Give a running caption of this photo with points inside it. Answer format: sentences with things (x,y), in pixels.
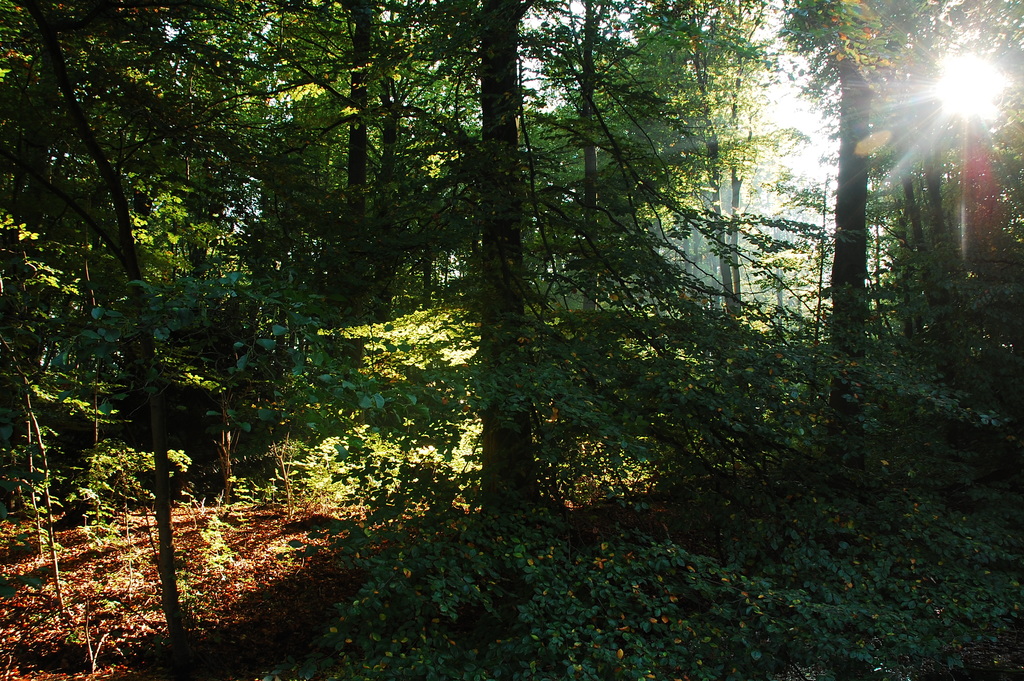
In this image there are plants (507,415) and trees (632,174), at the top of the image (940,84) there is sun (949,94).
